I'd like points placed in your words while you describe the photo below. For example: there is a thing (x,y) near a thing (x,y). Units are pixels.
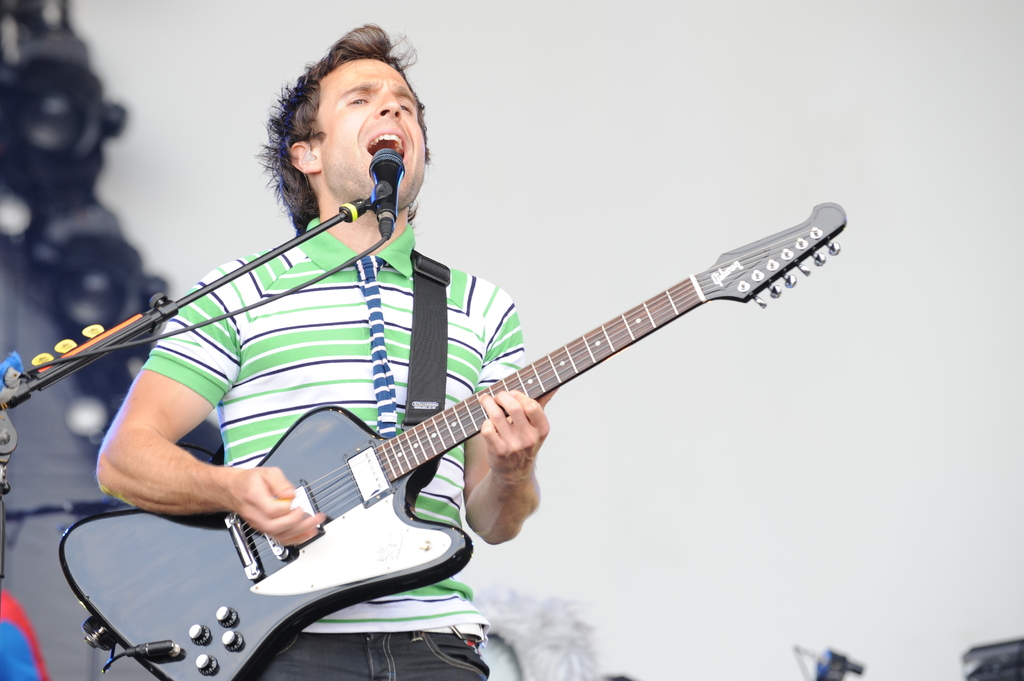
He is standing. His playing a musical instruments (484,390) and his singing a song.
